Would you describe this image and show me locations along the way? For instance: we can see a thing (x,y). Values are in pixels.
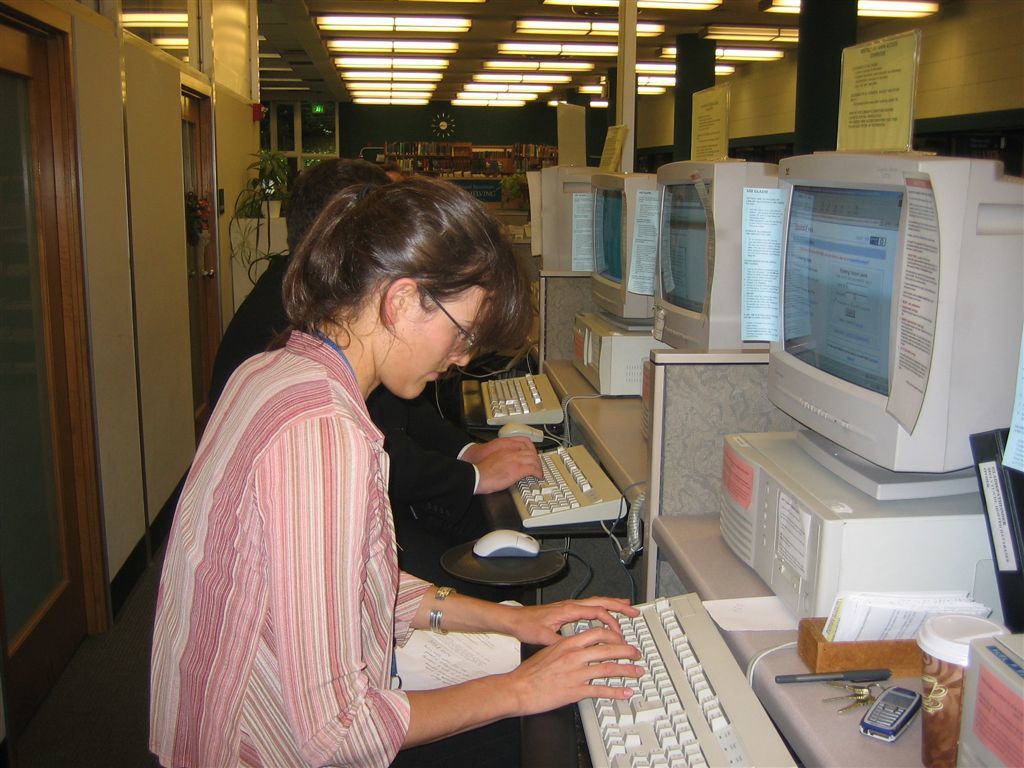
In this picture we can see few people (287,397), they are standing, in front of them we can see keyboards (633,707), mouse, monitors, mobile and other things (976,552) on the tables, in the background (555,82) we can find few lights (659,82) and notice boards (724,113).
